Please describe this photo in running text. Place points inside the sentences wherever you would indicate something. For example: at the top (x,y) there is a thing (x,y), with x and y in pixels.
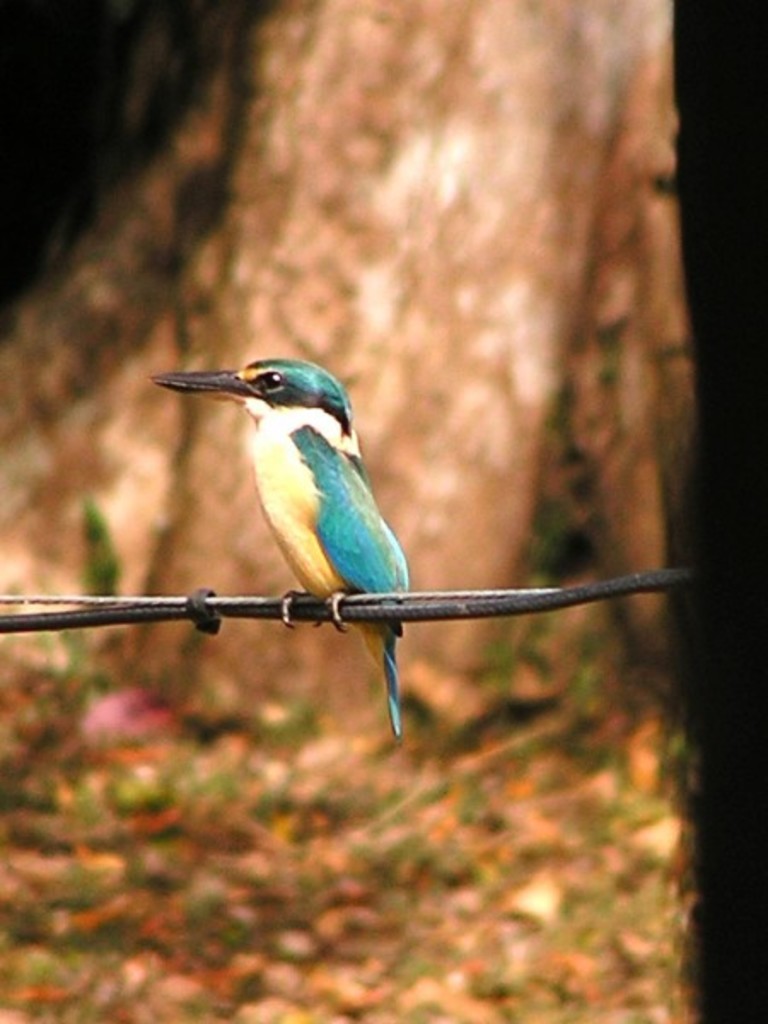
In this picture I can see a bird (287,547) on the wire (632,579), it is green, white, black and light yellow in color and might be a tree bark (437,344) on the back (471,162).
